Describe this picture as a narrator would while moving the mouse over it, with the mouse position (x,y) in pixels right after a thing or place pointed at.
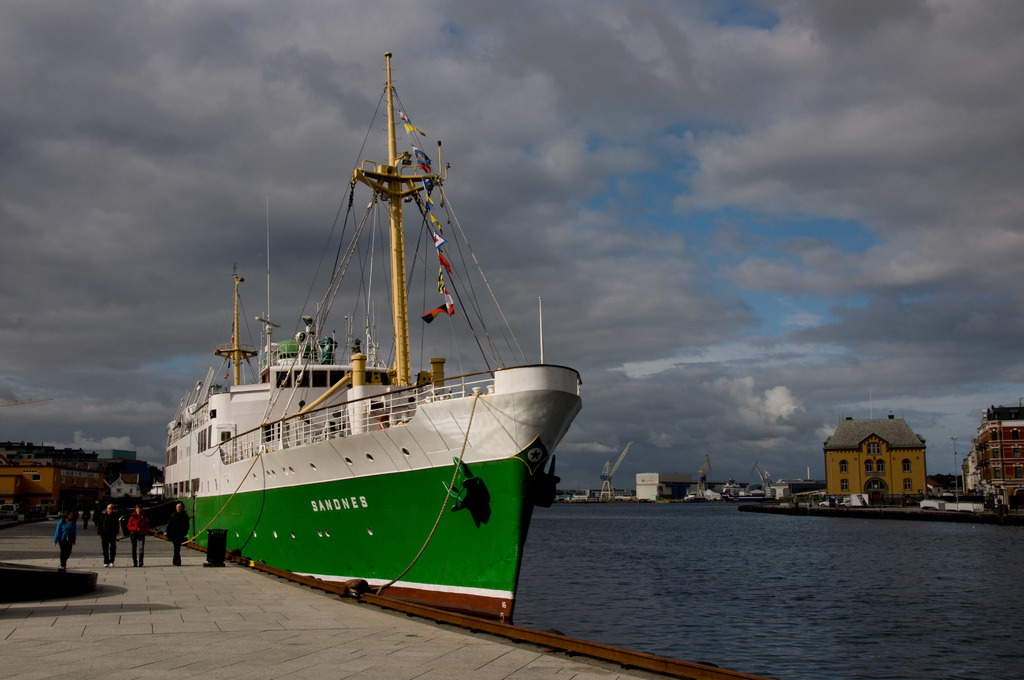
In this image I can see the ground (144,581), few persons (174,556) standing on the ground (118,603), the water (795,563), few boats (487,449) on the surface of the water (743,569), few vehicles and few buildings (31,462). In the background (959,469) I can see the sky (632,251).
